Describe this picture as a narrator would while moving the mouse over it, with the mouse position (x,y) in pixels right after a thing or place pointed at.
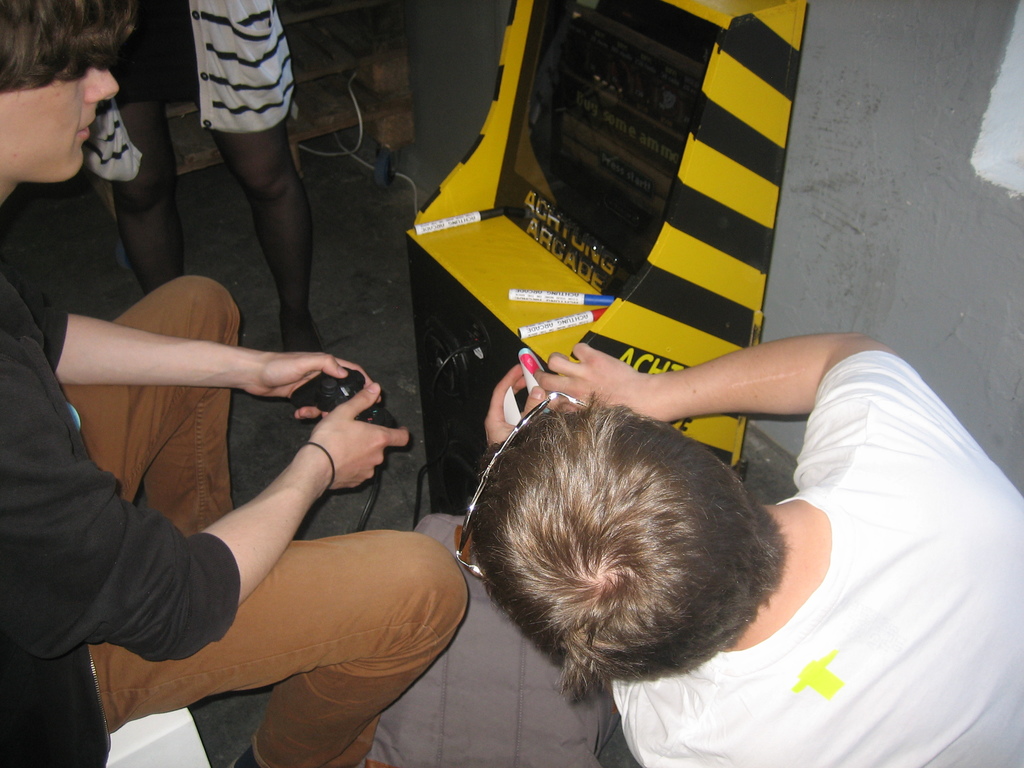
In this image there are group of people (176,262), in the foreground (153,426) there are two persons (617,575) sitting and they are holding some objects (370,415) it seems that they are playing video games. And in the center (600,285) there is one board (446,247) and some markers (461,224), in the background (227,163) there is one person (225,104) standing and also there are some wires (400,173) and wooden table (389,51), and in the background (818,81) there is wall (847,198). At the bottom (380,518) there is a walkway (354,301).
